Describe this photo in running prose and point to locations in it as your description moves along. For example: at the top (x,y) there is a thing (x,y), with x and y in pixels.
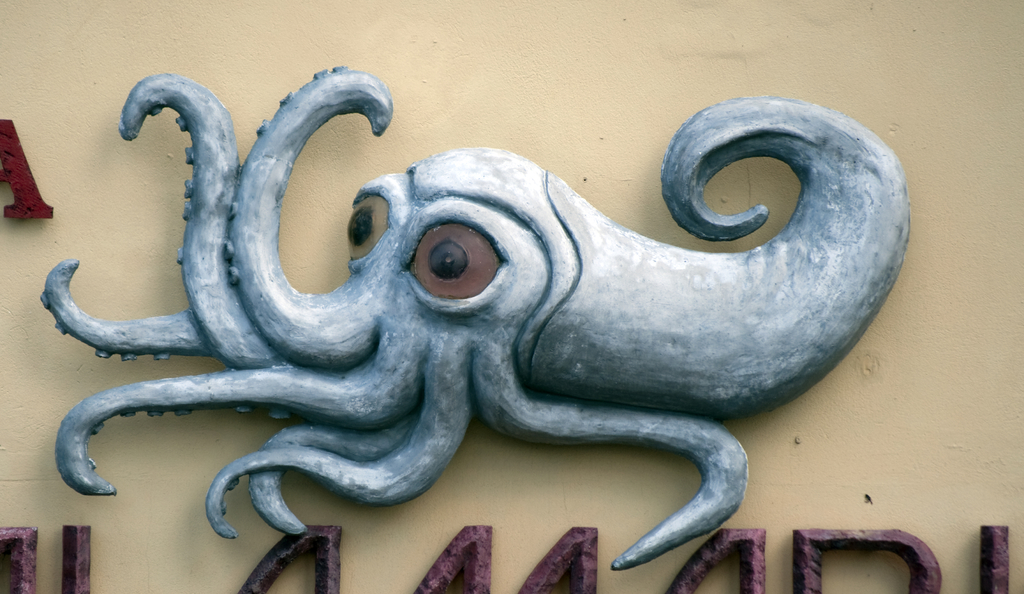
In this picture there is a statue (477,374) of an octopus (612,247) and there is text (571,578) on the wall (769,183).
